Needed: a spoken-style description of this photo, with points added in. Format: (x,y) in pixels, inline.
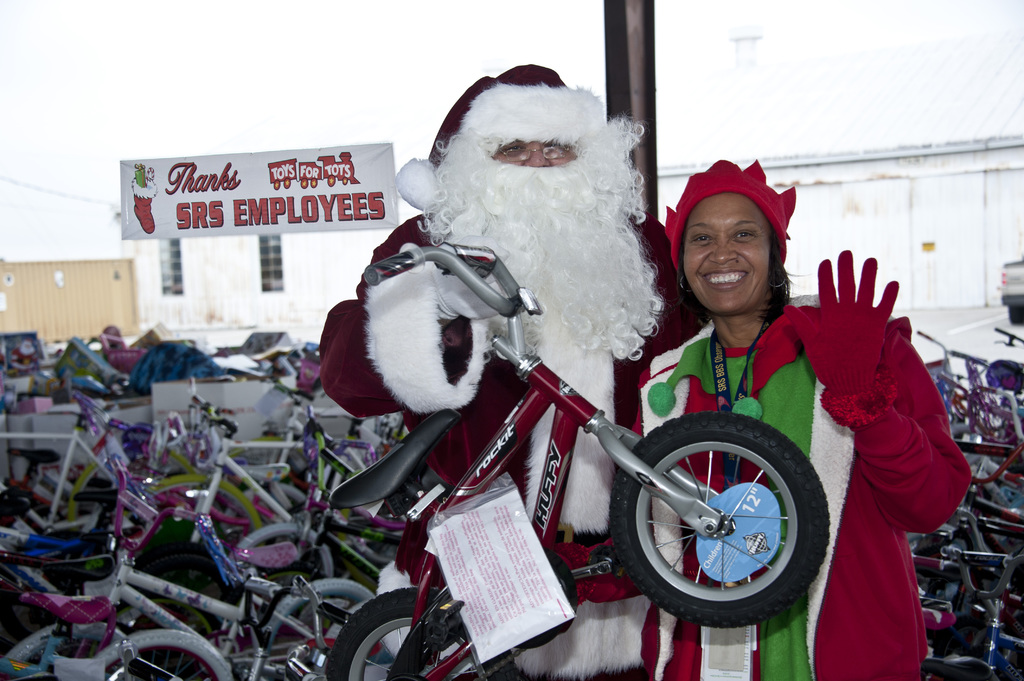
In this image I can see two persons (649,380) are standing and holding a bicycle (555,516) in hand (581,589). In the background (233,488) I can see group of bicycles (243,466) on the floor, house (219,294), board (271,228) and a wall (229,273). This image is taken outside.
